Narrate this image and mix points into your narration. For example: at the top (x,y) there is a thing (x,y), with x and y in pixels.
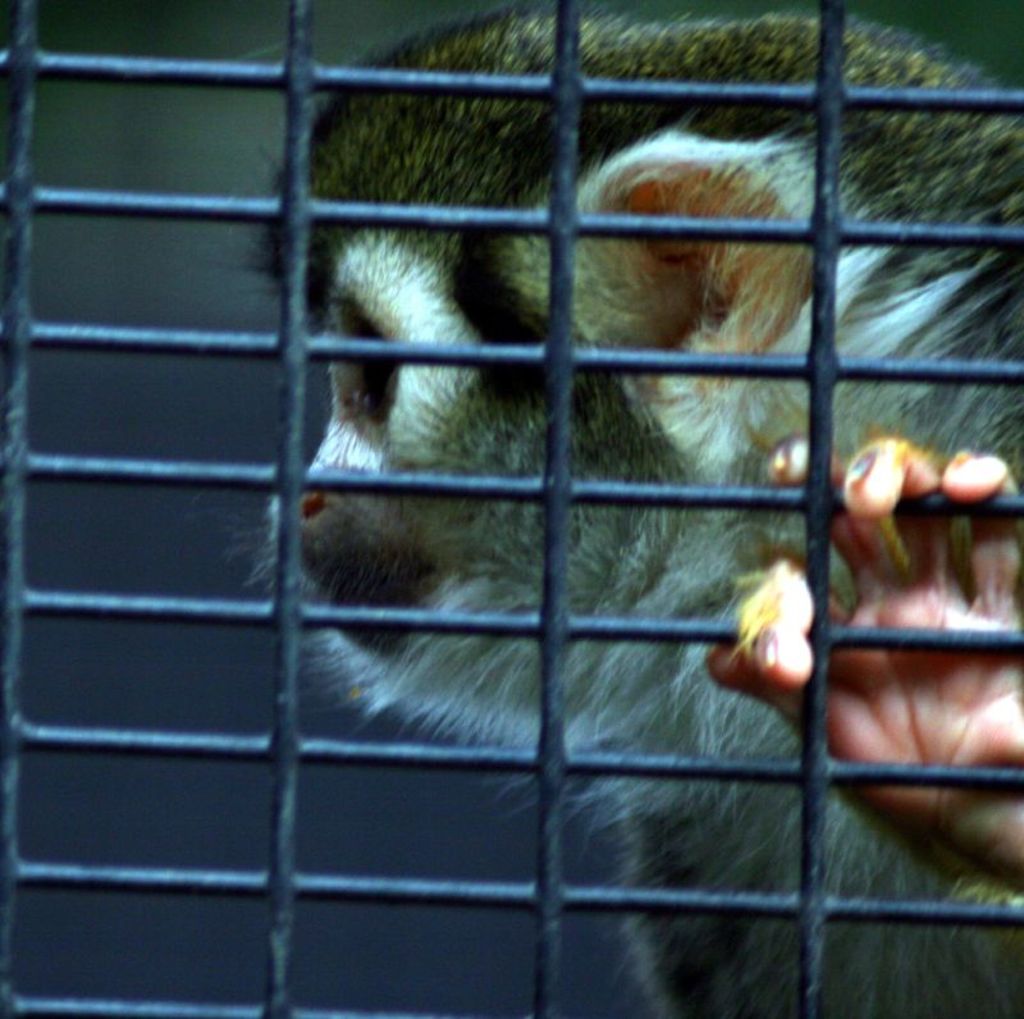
In the image we can see a fencing (875,224). Behind the fencing (734,95) there is a animal (705,124).
